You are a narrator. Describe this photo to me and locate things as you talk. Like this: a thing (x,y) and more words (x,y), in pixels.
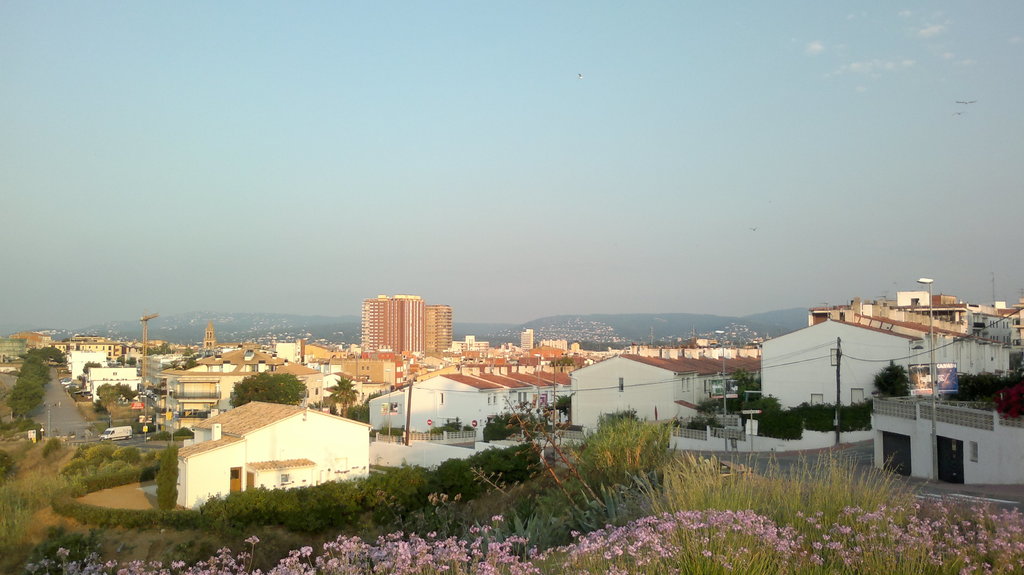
In the image we can see there are many buildings (297,421) around. This is a road (818,461), electric pole (838,436), electric wires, grass (713,486), flower plants (602,541), trees (797,422), building crane (143,331), poster (910,390), mountain (728,323) and a pale blue sky (556,189). We can see there are even birds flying in the sky (887,129).
